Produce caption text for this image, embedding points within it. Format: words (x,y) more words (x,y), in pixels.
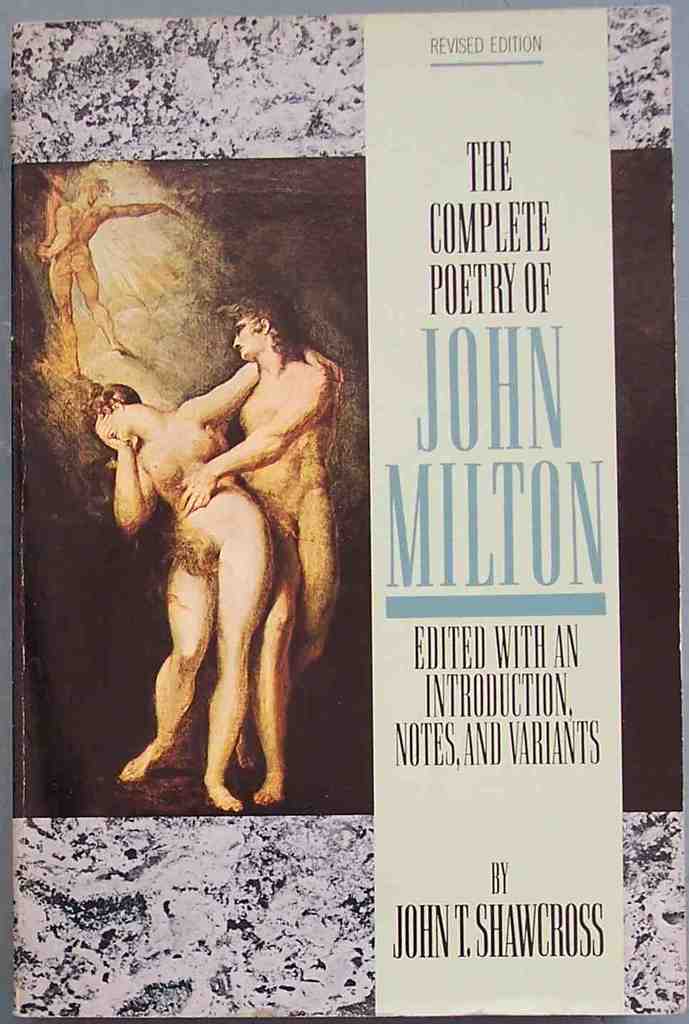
Here we can see poster (397,813), on this poster (451,670) we can see people (335,597) and text (510,382).
